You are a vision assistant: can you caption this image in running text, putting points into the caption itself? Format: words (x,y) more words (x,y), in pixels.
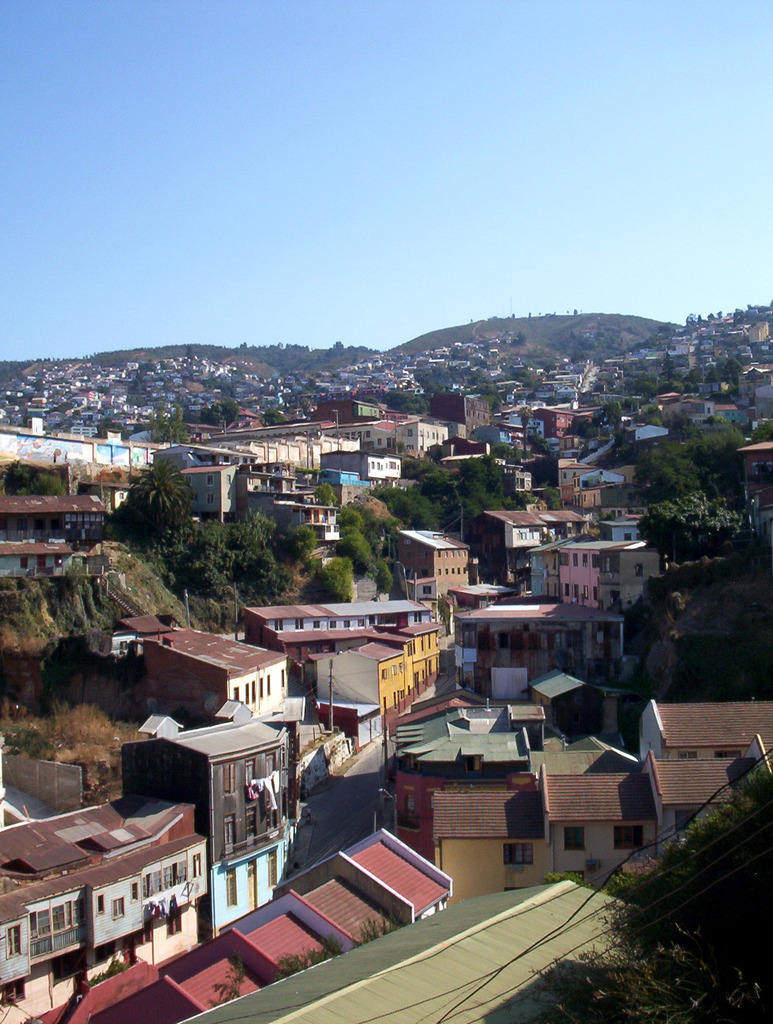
In this image we can see a group of buildings (346,663) with roofs (563,544), trees (670,523), mountains (447,333) and the sky (475,202).
